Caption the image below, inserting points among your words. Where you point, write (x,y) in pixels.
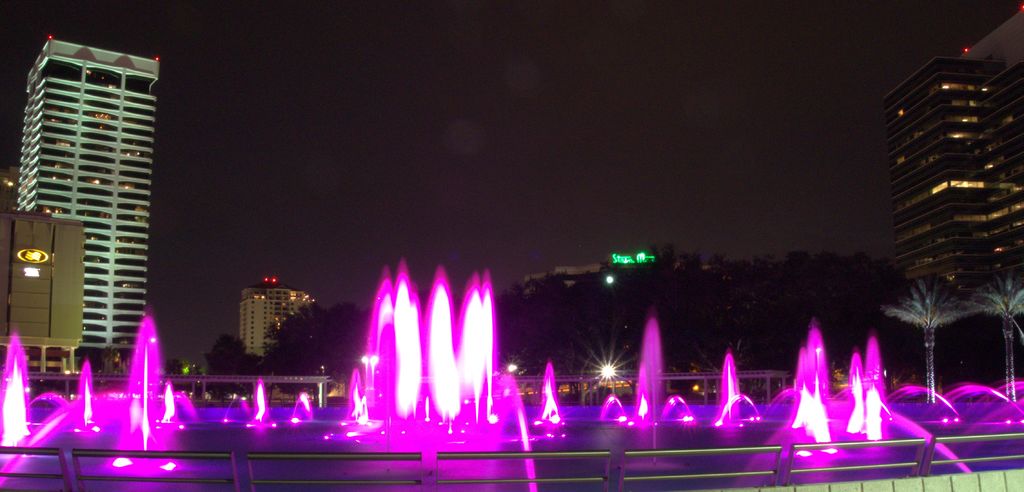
In the picture we can see a fountain (443,384) with pink color and around it we can see railing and behind it, we can see some buildings (49,331), tower buildings (954,105) and trees (678,340) and behind it we can see a sky (502,146).
